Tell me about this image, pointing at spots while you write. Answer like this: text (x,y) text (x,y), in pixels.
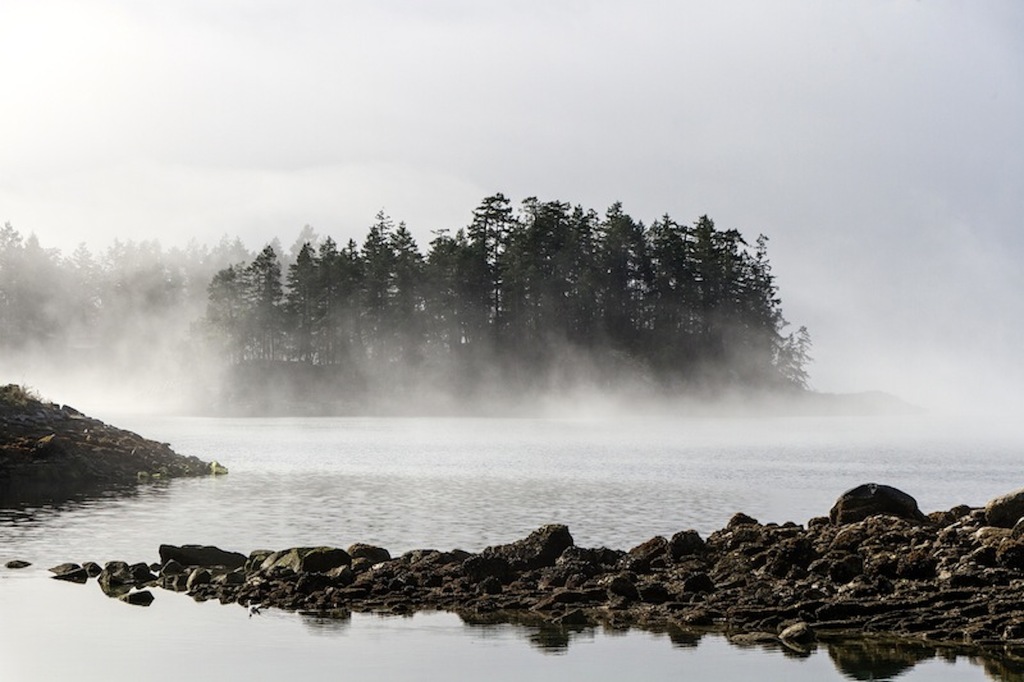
In this picture we can see water (776,497) at the bottom (605,520), we can see soil (962,591) and rocks (953,559) here, in the background (717,357) there are some trees (311,350), we can see fog (437,371) here, there is sky (517,81) at the top of the picture (489,92).
